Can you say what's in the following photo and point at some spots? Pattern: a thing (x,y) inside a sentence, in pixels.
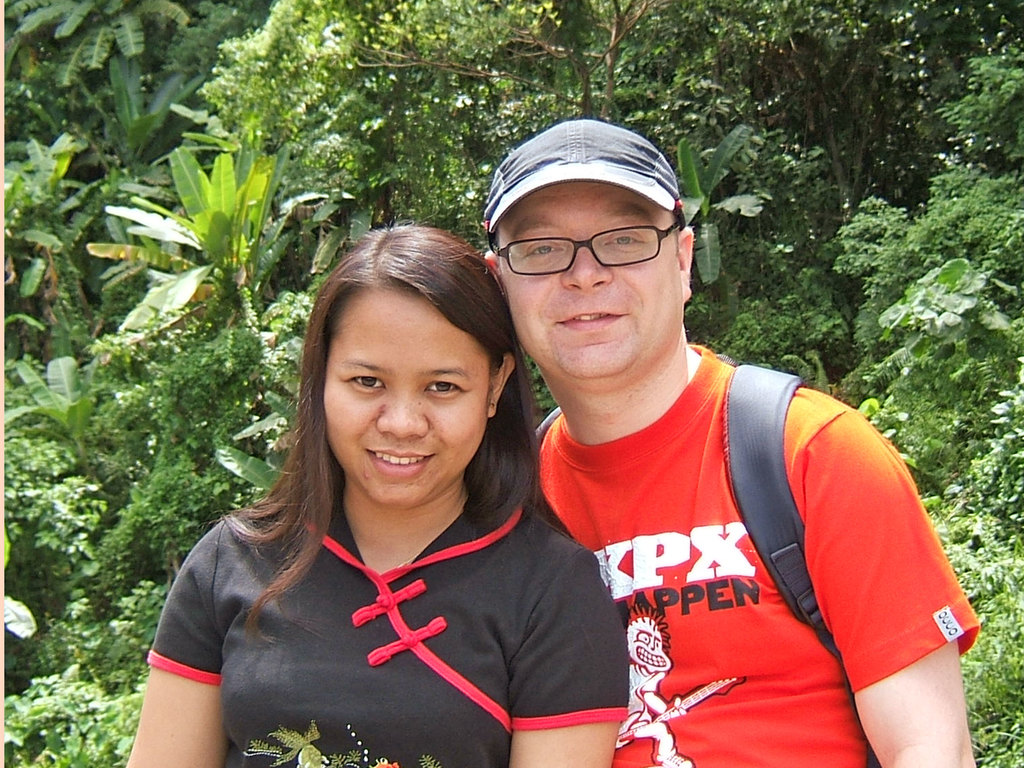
There is man (641,558) and a woman (416,499). Man (516,280) is wearing specs (552,248), cap (598,151) and a bag (746,404). In the background (284,177) there are trees (48,550) and plants (70,351).
